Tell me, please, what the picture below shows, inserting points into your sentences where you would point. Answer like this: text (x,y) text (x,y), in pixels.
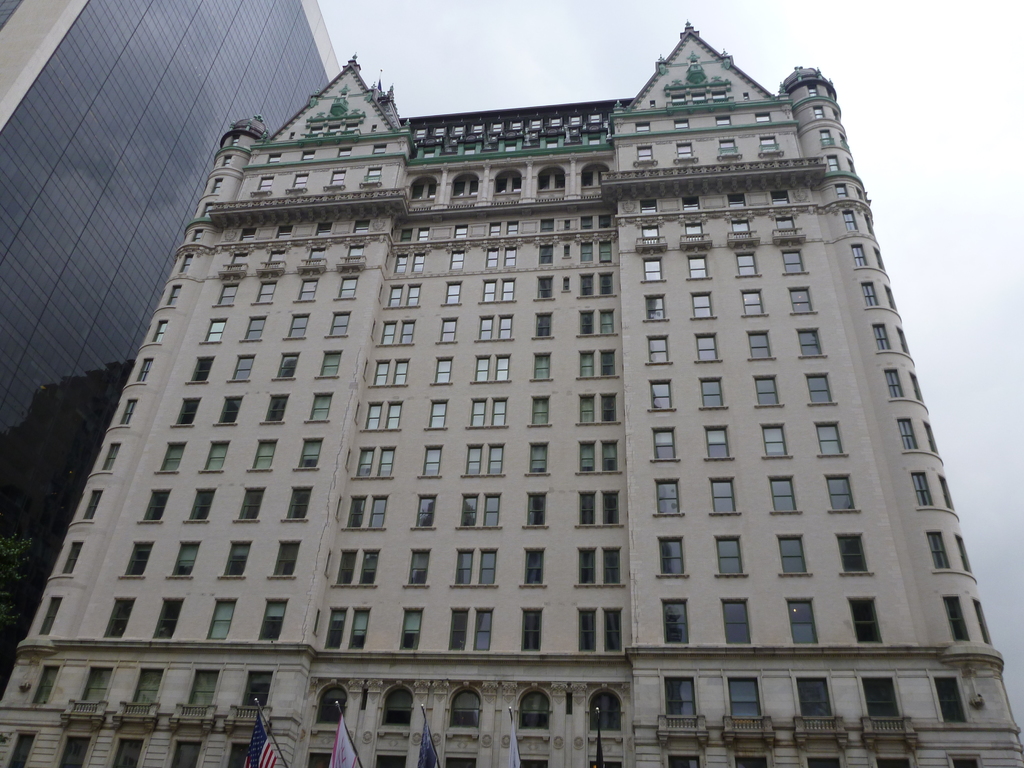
In this picture we can see buildings (340,298) with windows (479,377), flags (346,766) and in the background (362,27) we can see the sky (362,27).
